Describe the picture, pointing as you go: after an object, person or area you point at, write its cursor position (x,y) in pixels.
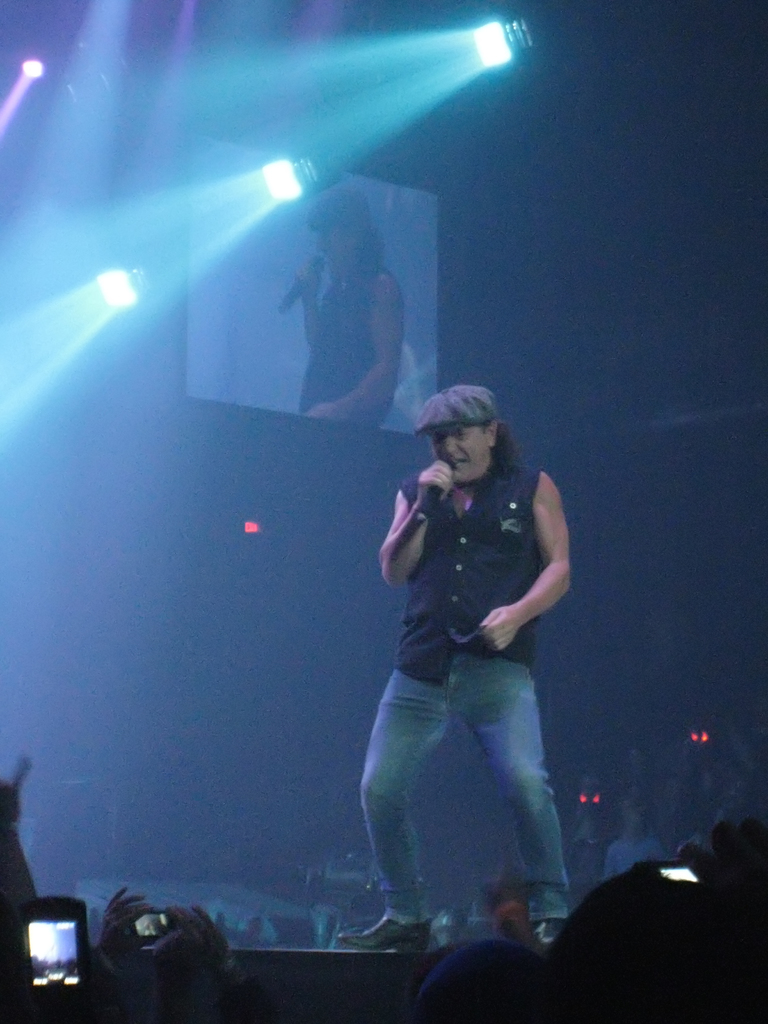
This picture consists of a person (496,544) holding a mike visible on stage (247,967) at the bottom (33,931) I can see person's hands (219,945) which are holding mobiles (52,1003) and at the top (196,244) I can see lights (412,106) and I can see a person image (419,287).
